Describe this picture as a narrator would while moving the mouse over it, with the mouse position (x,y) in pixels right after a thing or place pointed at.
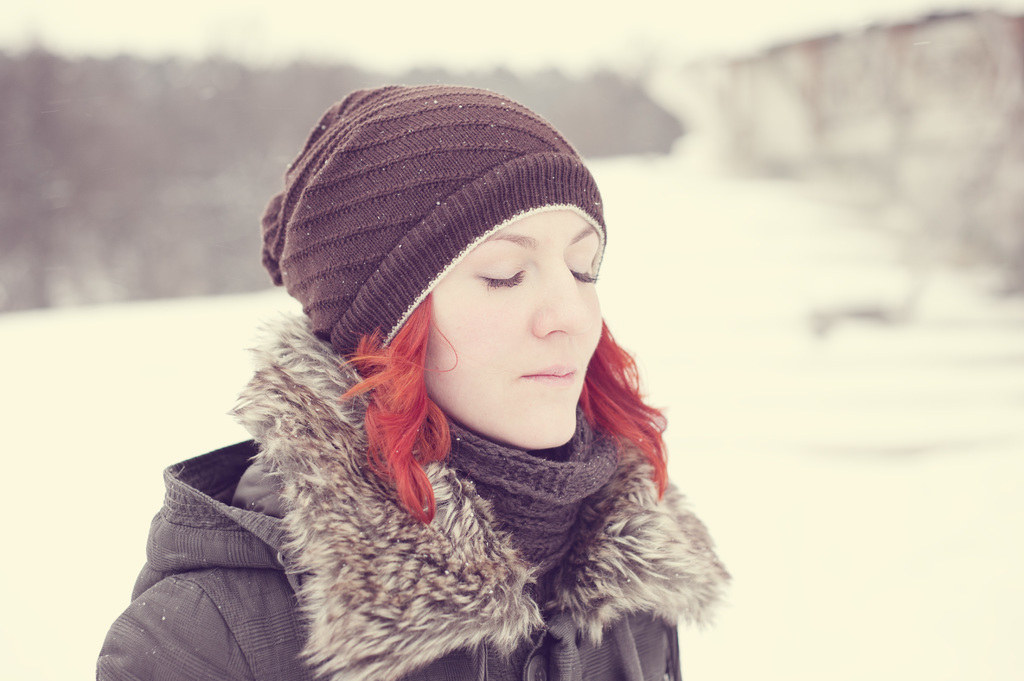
This picture is clicked outside the city. In the foreground (372,226) there is a woman (438,444) wearing a jacket (565,611) and closing her eyes (500,267) and seems to be standing on the ground (741,207). In the background (827,379) we can see there is a lot of snow (920,252).
